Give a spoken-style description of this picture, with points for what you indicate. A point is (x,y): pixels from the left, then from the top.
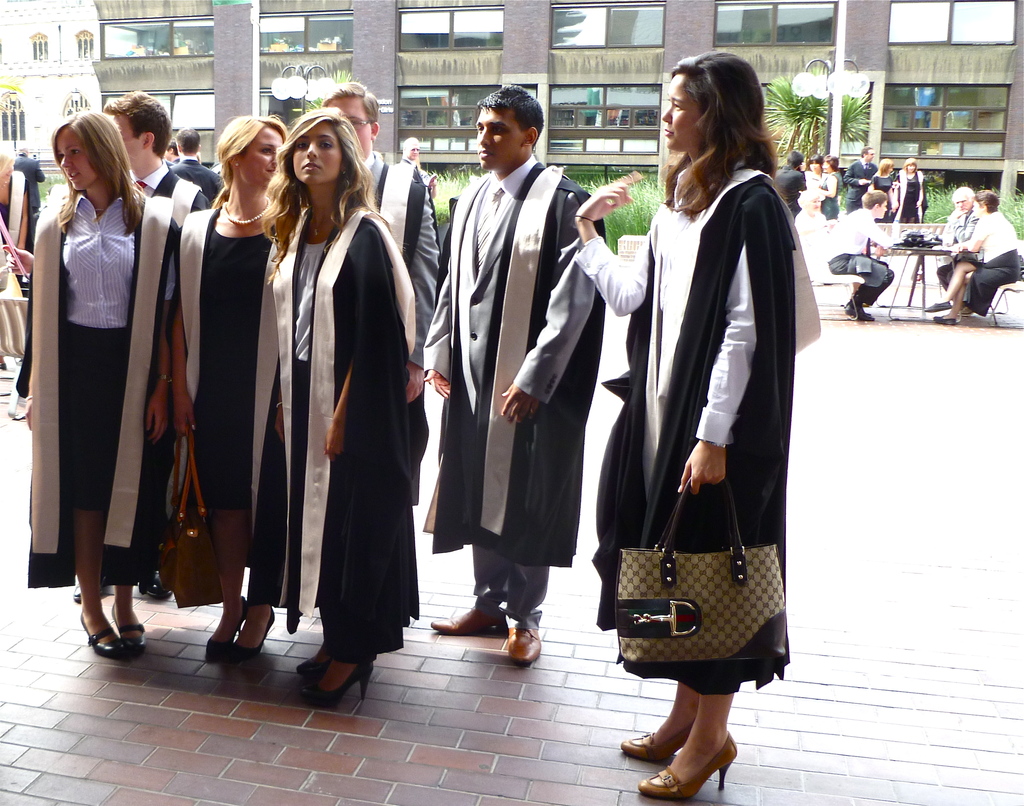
In this picture we can see a group of people (454,385) standing holding their bags (184,512) and in background (230,94) we can see building (632,76) with windows (654,85), trees (807,121), pole (831,106), lamp (828,78), table (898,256), chairs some are sitting on it.
